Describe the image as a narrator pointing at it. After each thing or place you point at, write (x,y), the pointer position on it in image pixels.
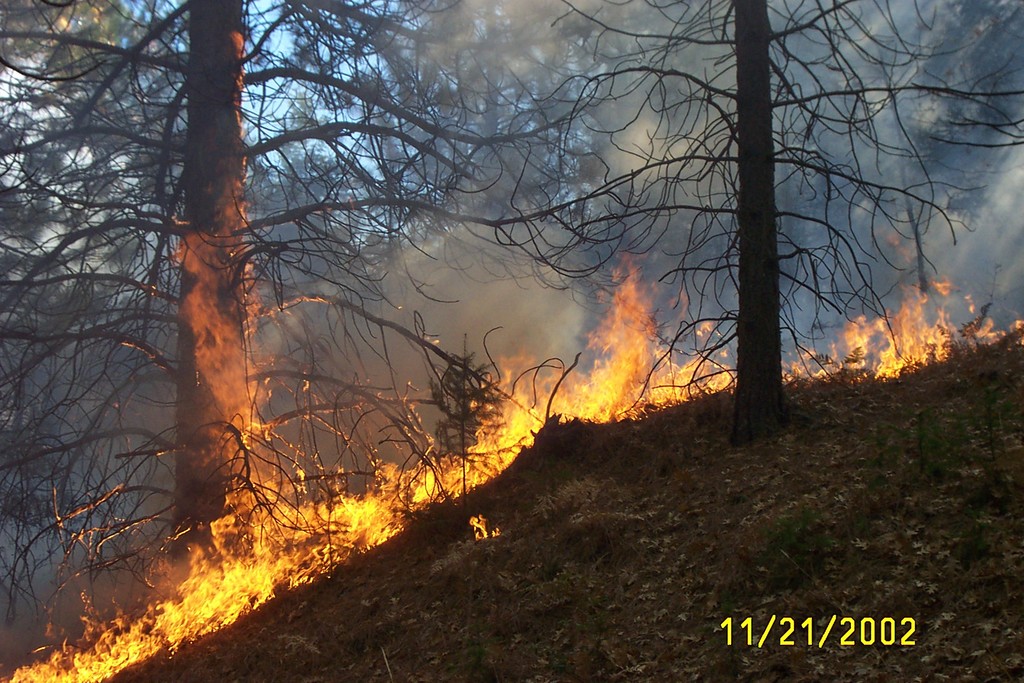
In this image we can see trees (207,202), a fire (570,394) and ground (607,525).
